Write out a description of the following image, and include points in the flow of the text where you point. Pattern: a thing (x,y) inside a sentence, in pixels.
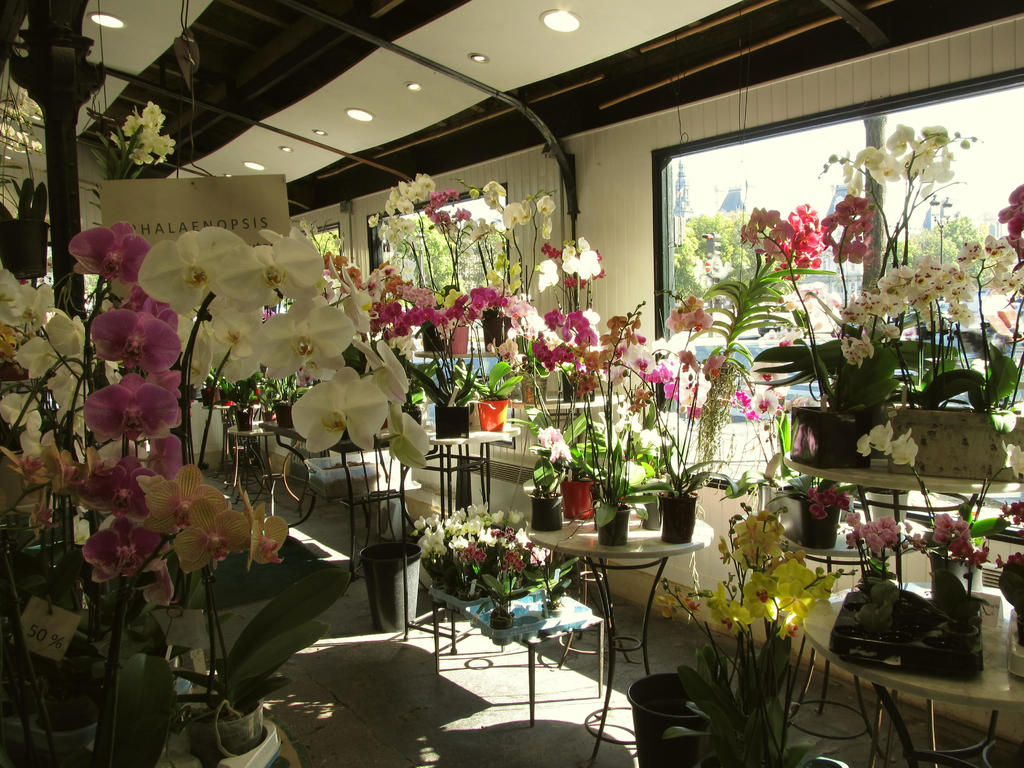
In this picture there are different types of flower pots (421,520), which are placed on the tables (581,531) in the image and there are lamps (574,21) on the roof (345,41) at the tops side of the image and there are windows (999,203) in the image and there are buildings (840,271) and trees (677,248) outside the windows (983,205).
